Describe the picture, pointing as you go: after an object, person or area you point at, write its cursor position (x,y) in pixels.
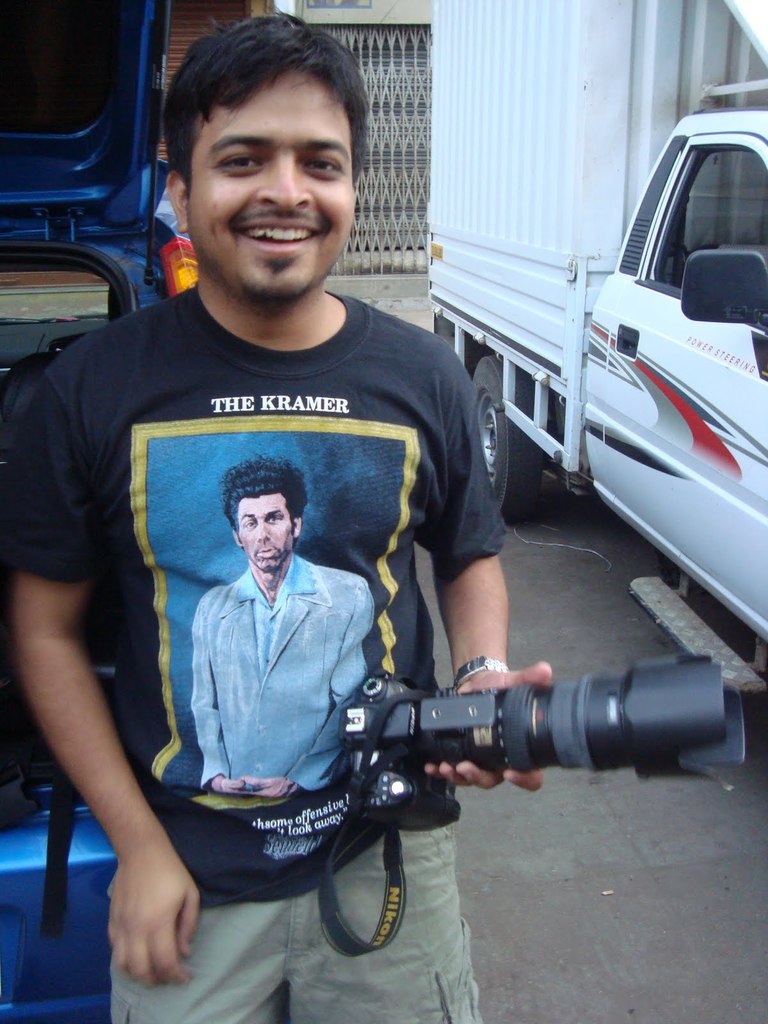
In this picture there is a man (399,1003) who is standing on the left side of the image (206,819), by holding a camera (398,781) and there is a car (95,72) on the left side of the image (3,149), there is a vehicle (527,353) on the right side of the image (616,442).
